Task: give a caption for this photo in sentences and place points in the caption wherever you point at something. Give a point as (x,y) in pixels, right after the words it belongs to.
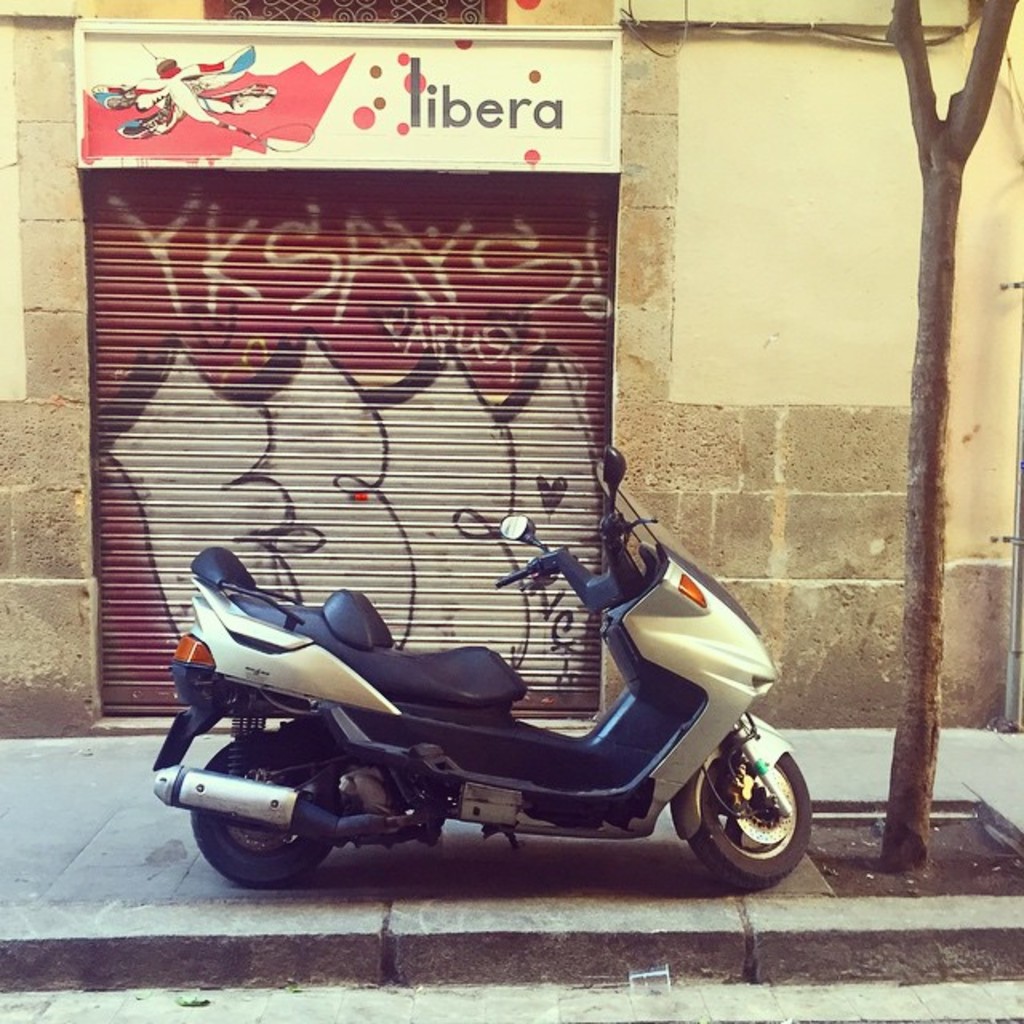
In this picture I can see a bike (474,731). In the background (461,346) I can see a shop (415,315). On the right side (936,293) I can see a tree (923,397) and a wall (773,385).
